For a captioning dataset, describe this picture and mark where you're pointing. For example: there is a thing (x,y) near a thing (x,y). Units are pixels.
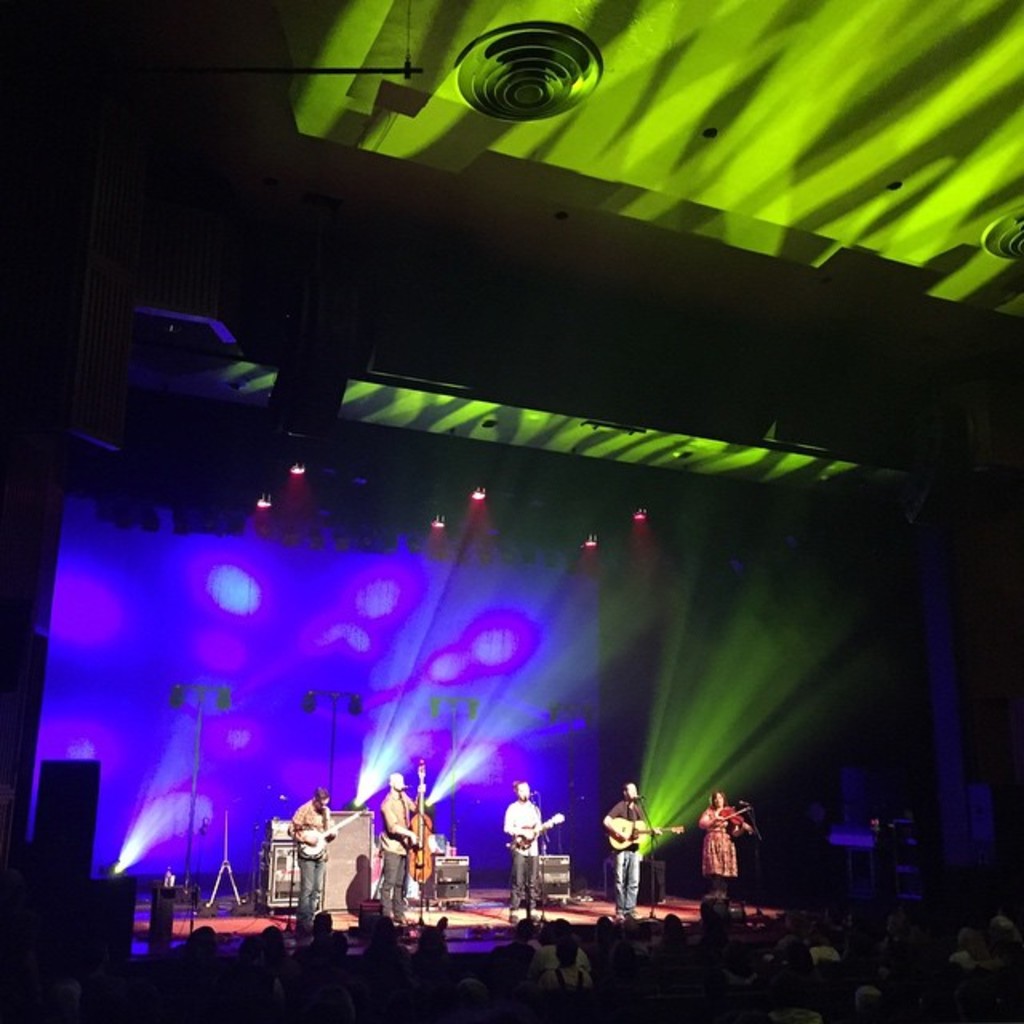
This picture describes about group of people (631,914), few people (625,854) are playing musical instruments (519,840) in front of the microphones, and we can find few lights (362,808).
